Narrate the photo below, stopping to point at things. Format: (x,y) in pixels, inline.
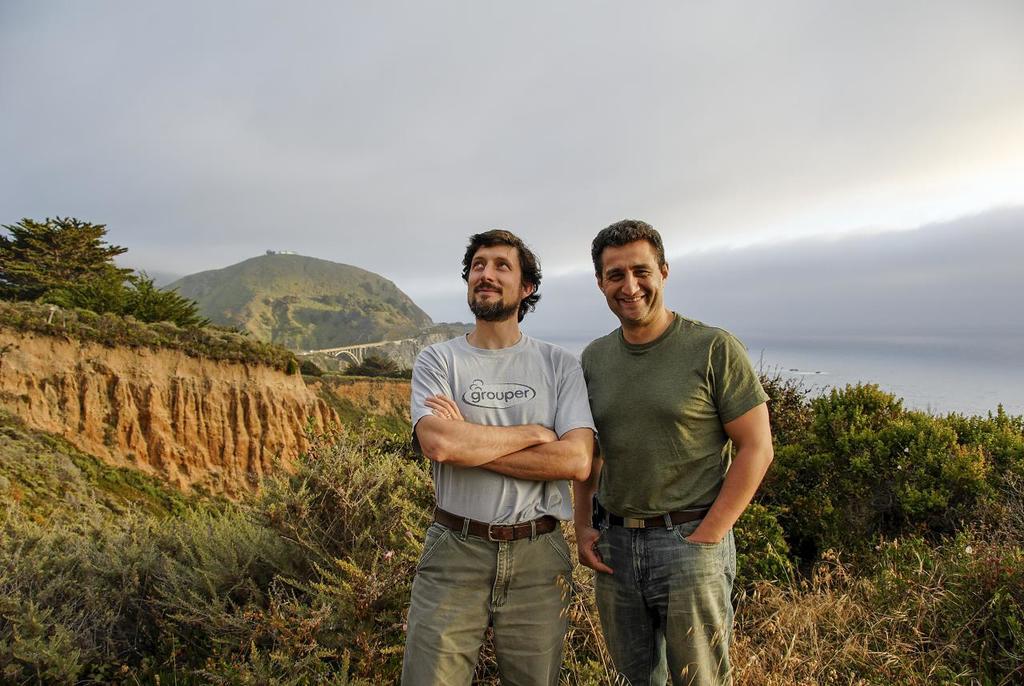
In this image we can see two people (516,321) standing and smiling. At the bottom (858,653) there is grass (821,649). In the background (356,409) there are trees (58,268), hills (307,278) and sky (807,281). We can see water (878,358).
